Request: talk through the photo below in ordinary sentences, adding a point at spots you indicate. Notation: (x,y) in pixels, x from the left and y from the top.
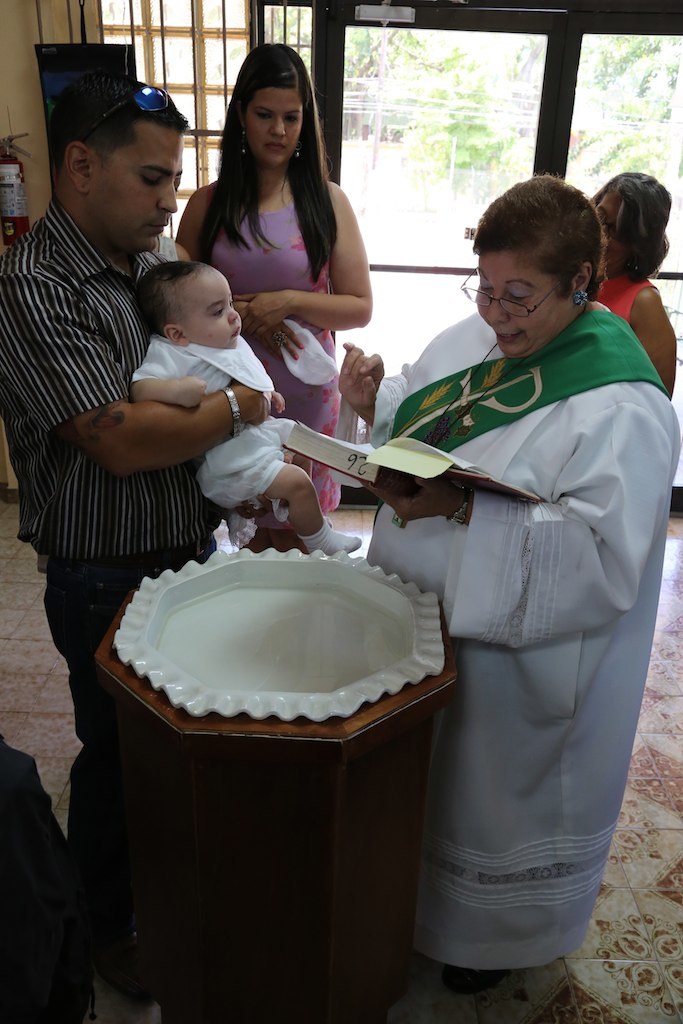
On the right side of the image (490,645) we can see a lady (496,507) standing and holding a book (356,452), next to her there is a man (136,492) standing and holding a baby (169,383). In the background (240,253) there are people (326,218) and a door (455,240). We can see a window (218,98). There is a fire extinguisher (18,171). At the bottom (252,943) there is a stand (214,744) and we can see a tub (212,615) placed on the stand (298,840).
